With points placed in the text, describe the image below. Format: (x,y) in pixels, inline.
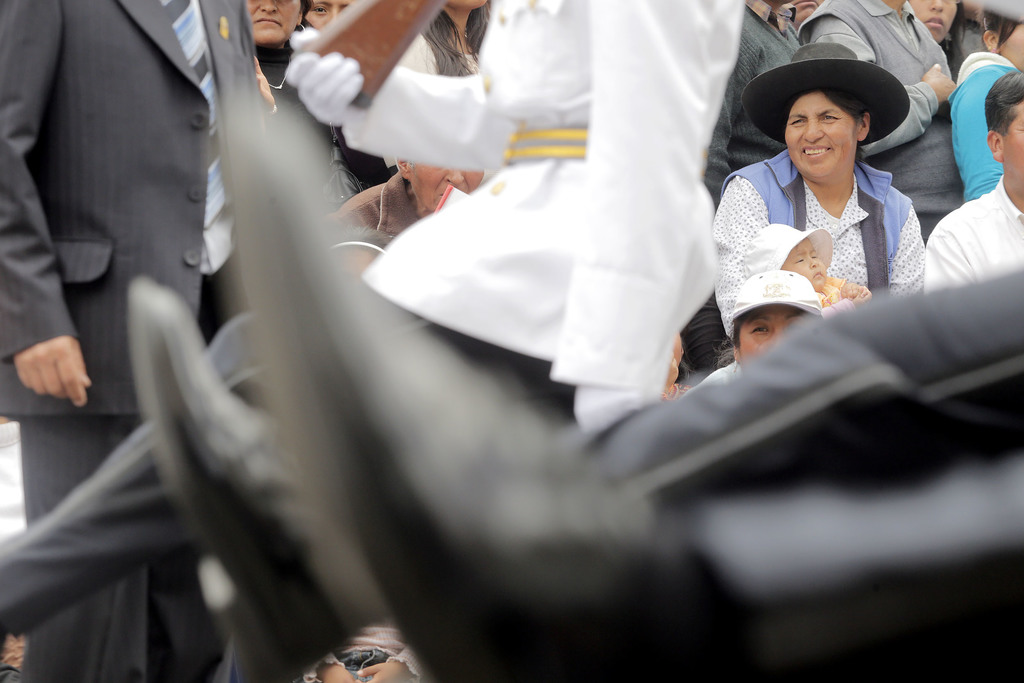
In this image there is a person's legs (775,463) as we can see in the bottom of this image (691,549). There is one person (593,260) standing in the middle of this image (532,255) is wearing white color shirt (536,180), and there is one another person (125,189) is standing on the left side of this image (81,220). there are some persons (332,130) in the background (856,231).
